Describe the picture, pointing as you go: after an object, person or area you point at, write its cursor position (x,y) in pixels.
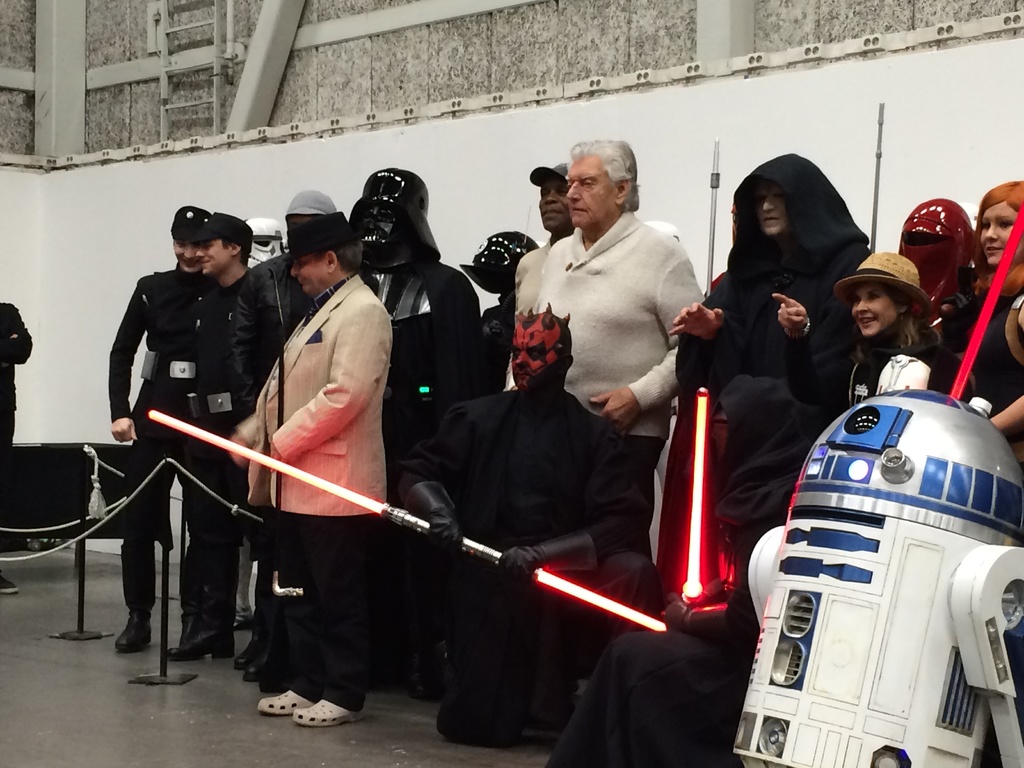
In the foreground of this image (438,355), there is the crowd (386,487) with a red light (321,487) holding in their hands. On right bottom corner (920,656), there is a robot (933,612) and in the background (187,166) there is the wall (87,186).
